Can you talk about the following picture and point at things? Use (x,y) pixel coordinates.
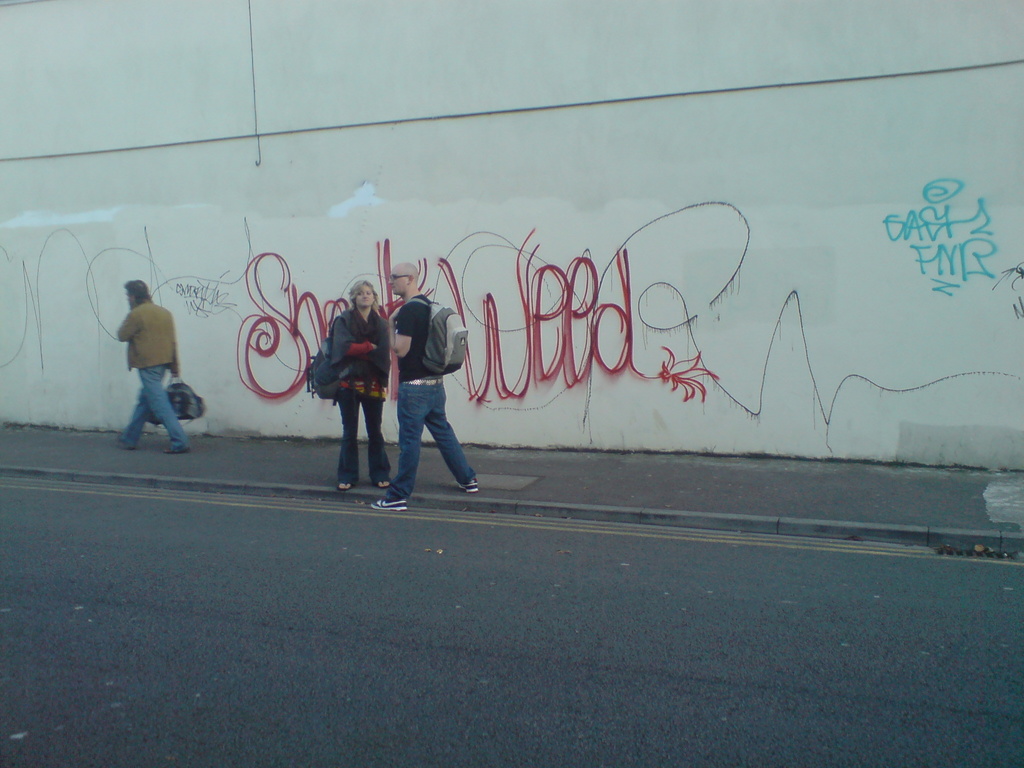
In this image we can see few people (415,406) standing and wearing the backpacks (437,340). A person (155,375) is walking on the footpath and carrying a bag (172,405). We can see some text (600,357) written on the wall (651,362). There is a road (567,637) at the bottom of the image (518,649).
